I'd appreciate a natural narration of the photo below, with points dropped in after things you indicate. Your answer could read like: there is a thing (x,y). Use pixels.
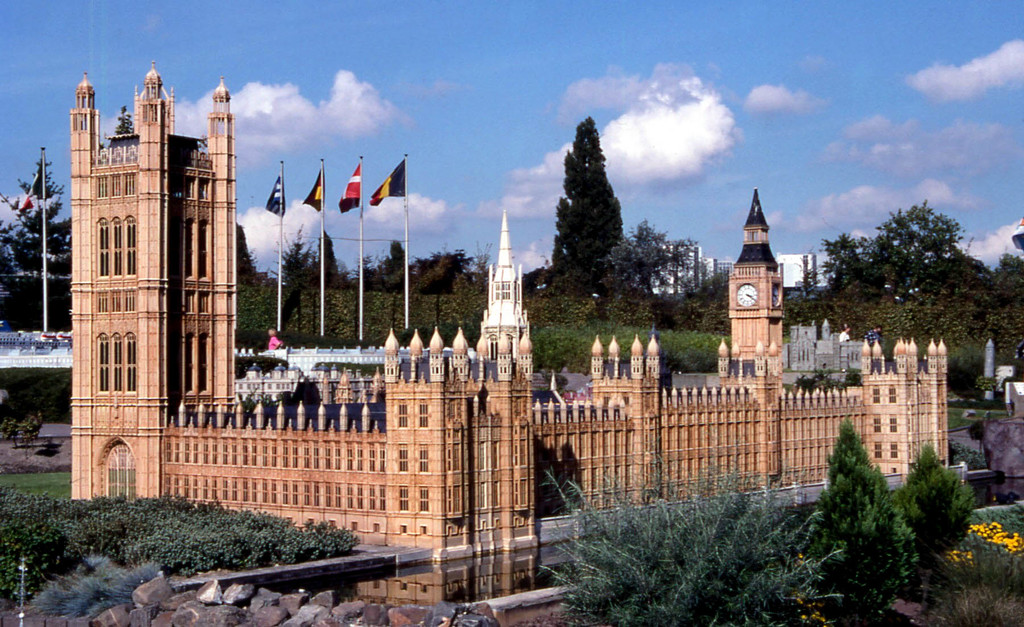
On the left side (194,459), there are stone (112,623), plants (278,526) and a building (218,319) which is having windows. On the right side (969,453), there are plants (850,509) and water (521,547). In the background (979,270), there are five flags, trees (887,234), buildings (765,252) and plants (643,314) on the ground (976,405) and there are clouds (620,111) in the blue sky (321,55).
